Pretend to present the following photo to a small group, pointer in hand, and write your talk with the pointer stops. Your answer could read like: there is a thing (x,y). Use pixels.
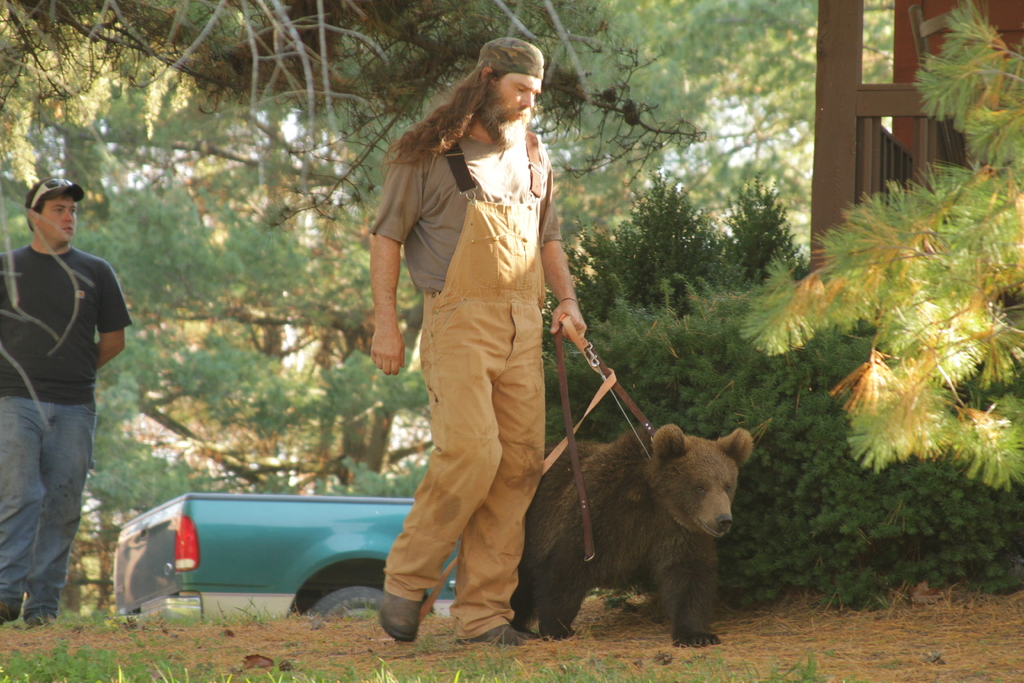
This image is taken outdoors. At the bottom of the image (109,641) there is a ground (390,645) with grass (92,665) on it. In the background (273,221) there are many trees (285,314) and plants (833,570) and a car (242,533) is parked on the ground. On the left side of the image (37,557) a man (37,557) is walking on the ground (65,618). In the middle of the image (450,438) a man (492,114) is walking on the ground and he is holding a belt (570,336), which is kept to the neck (636,449) of a bear (648,501).
